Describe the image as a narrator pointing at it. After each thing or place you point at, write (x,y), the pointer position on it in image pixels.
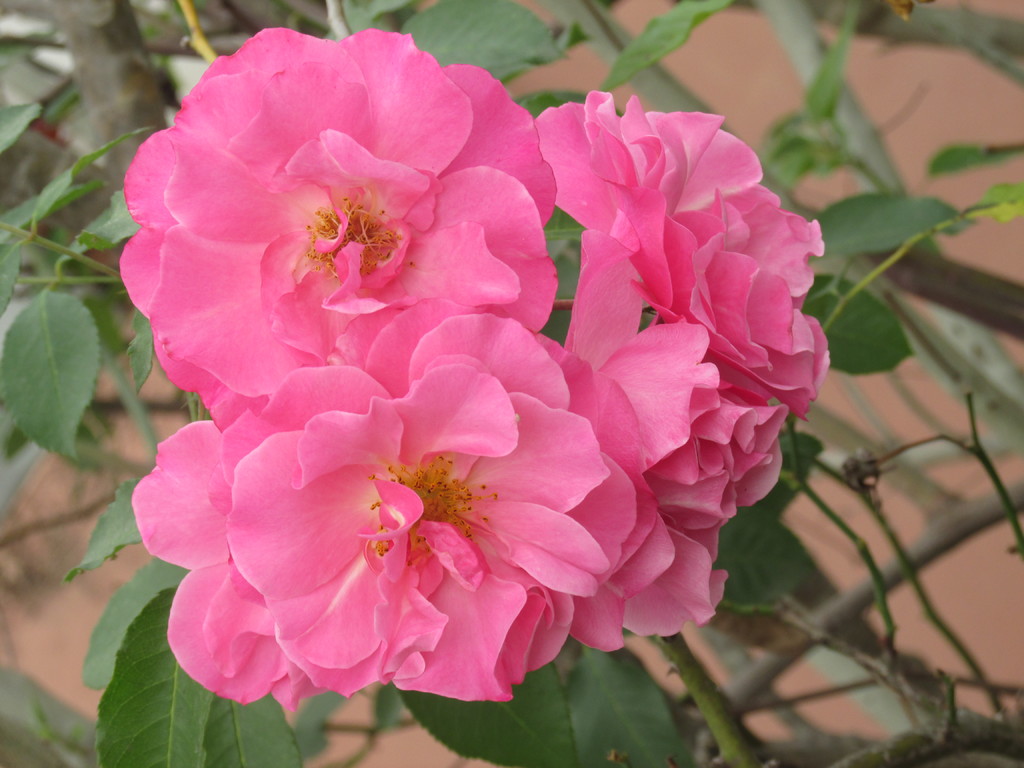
In this image we can see pink flowers (527,175) and green leaves (663,54).
